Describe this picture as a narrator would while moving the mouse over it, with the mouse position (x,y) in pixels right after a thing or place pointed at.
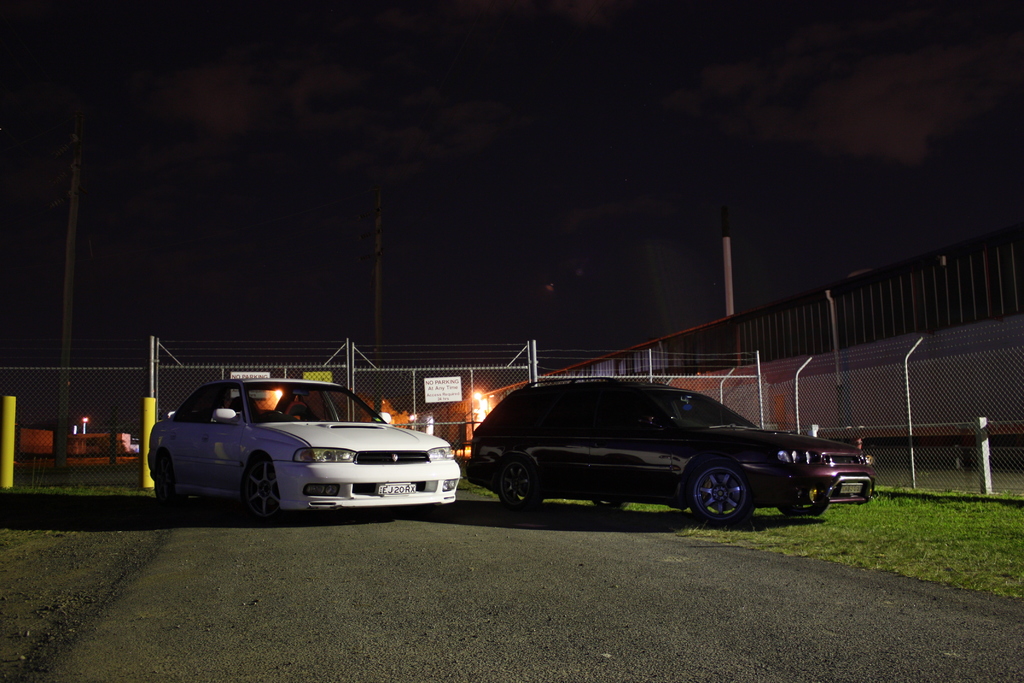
This picture is clicked outside. In the foreground (897,573) we can see the green grass (891,526) and we can see the cars (283,498) parked on the ground (612,536). In the background (622,165) we can see the sky (688,224), poles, metal rods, mesh (86,409), lights (484,405) and the text (429,395) on the boards (457,394) and we can see some other objects (1009,251).
